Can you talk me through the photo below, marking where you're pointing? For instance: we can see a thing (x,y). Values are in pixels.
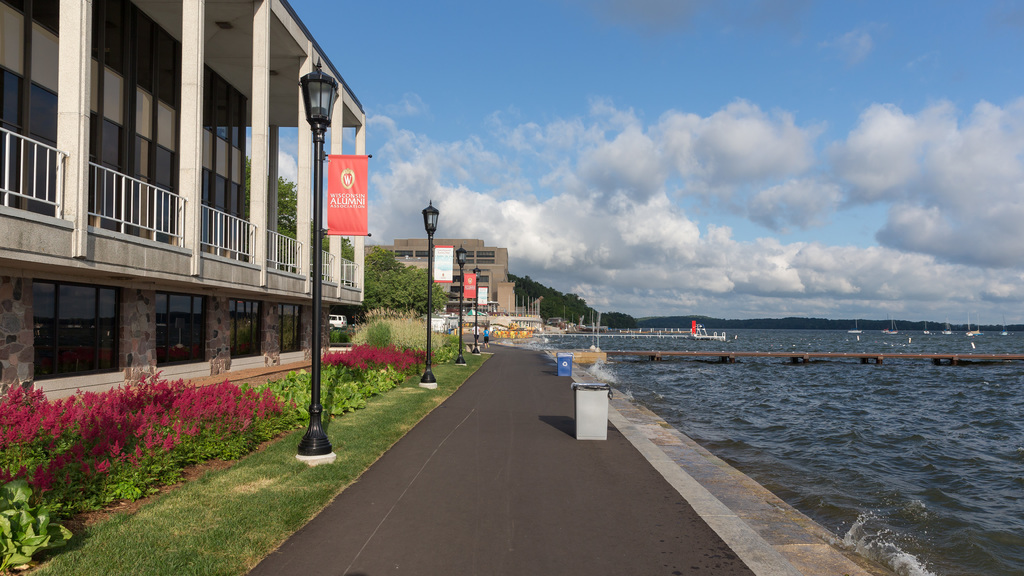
In the middle of the picture (521,383) I can see the road (477,440). At the bottom of the left side (195,508), I can see the grass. On the left side of the image (174,378) I can see Building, plants (220,432). On the right side of the image (869,335) I can see water surface (856,387).
